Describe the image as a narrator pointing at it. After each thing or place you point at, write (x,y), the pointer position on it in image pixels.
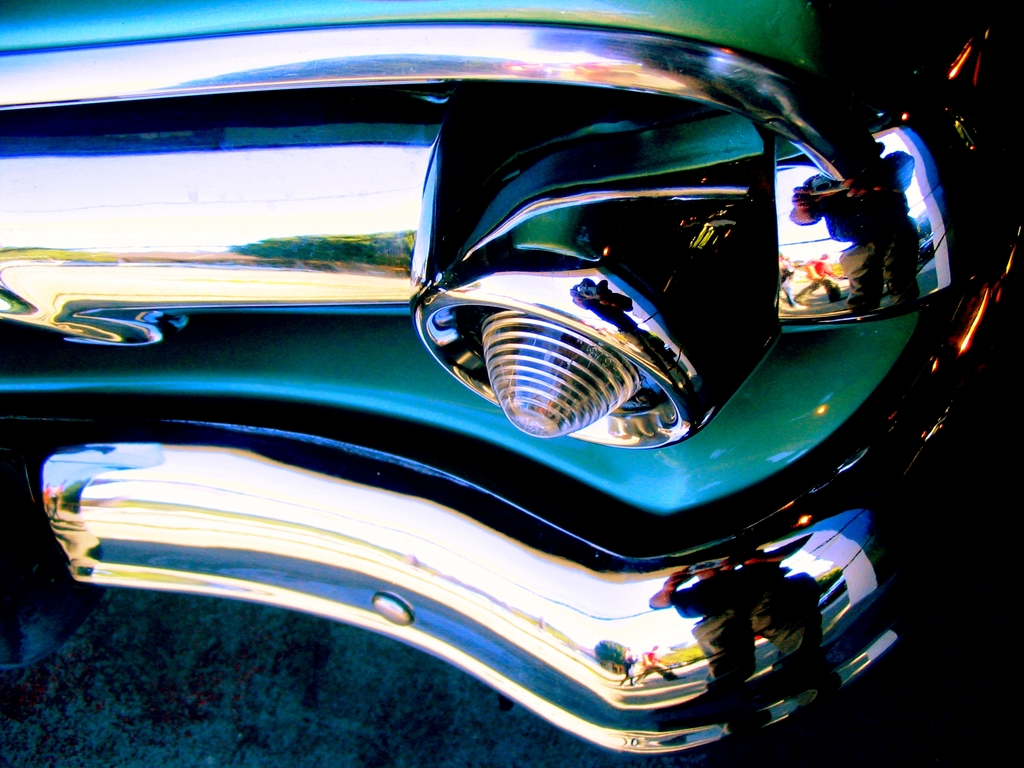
In this picture I can see a part of the vehicle (790,376), there is a reflection (822,213) of three persons (876,214), trees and sky (171,208).
